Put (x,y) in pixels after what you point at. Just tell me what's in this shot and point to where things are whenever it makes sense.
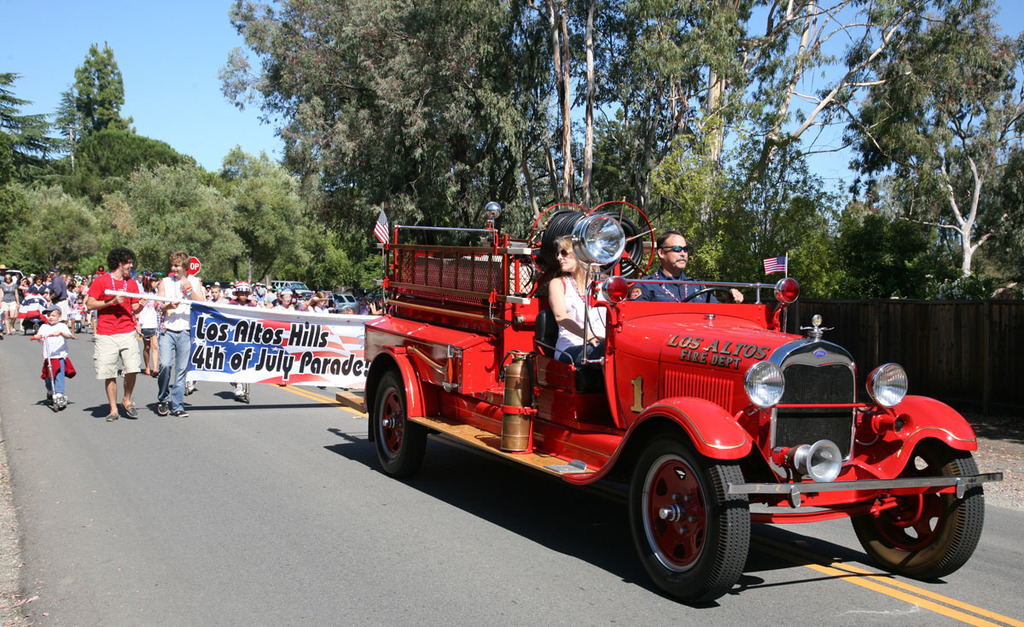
In the center of the image (536,302) two persons (664,287) are sitting in a truck (474,365). In the middle of the image (361,337) we can see a group of people (16,304), boards (330,324), flag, trees (947,292), fencing (959,328) are there. At the top of the image (227,35) sky (237,43) is there. At the bottom of the image (308,551) road (438,477) is there.
